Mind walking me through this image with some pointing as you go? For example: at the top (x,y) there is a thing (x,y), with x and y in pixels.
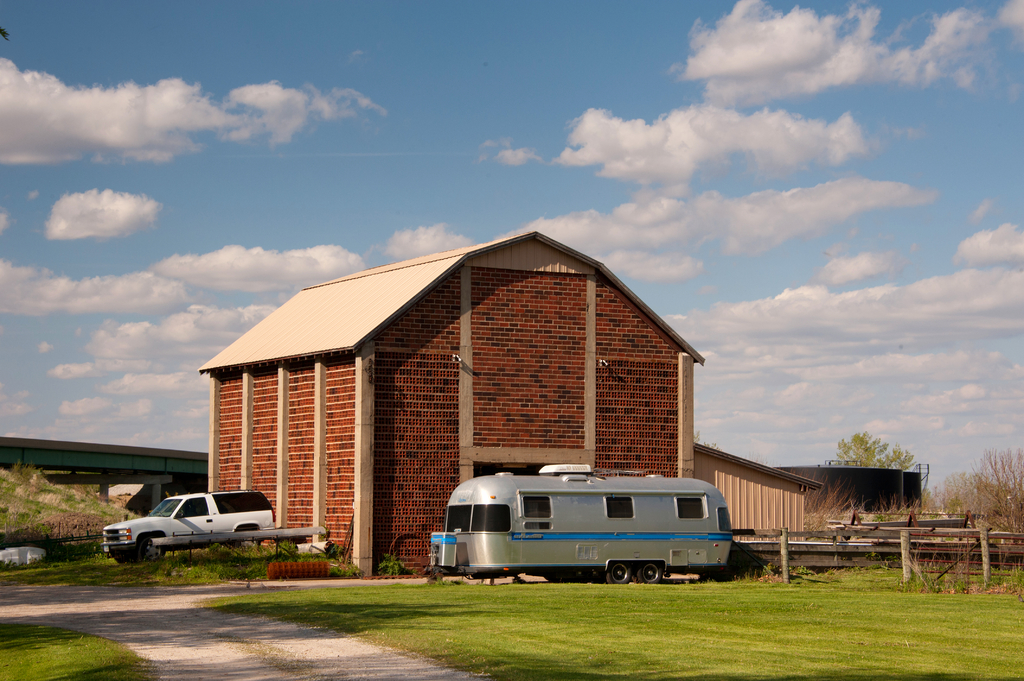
Here there are two vehicles (222,518) on the ground (454,678). In the background (395,456) there are houses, bridge (50,460) on the left (93,461) side, fence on the right (911,550) side, trees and clouds (14,118) in the sky (311,155).
